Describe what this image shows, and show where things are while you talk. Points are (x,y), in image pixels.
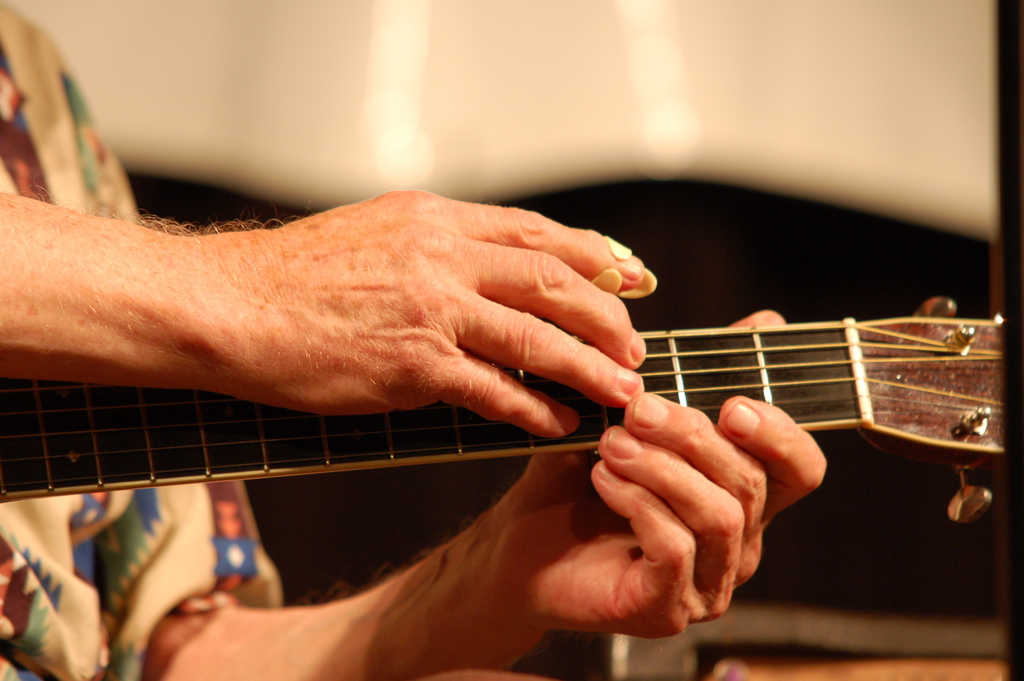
In this image a man (52,201) is holding a guitar (943,320) in his hands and playing a music.
